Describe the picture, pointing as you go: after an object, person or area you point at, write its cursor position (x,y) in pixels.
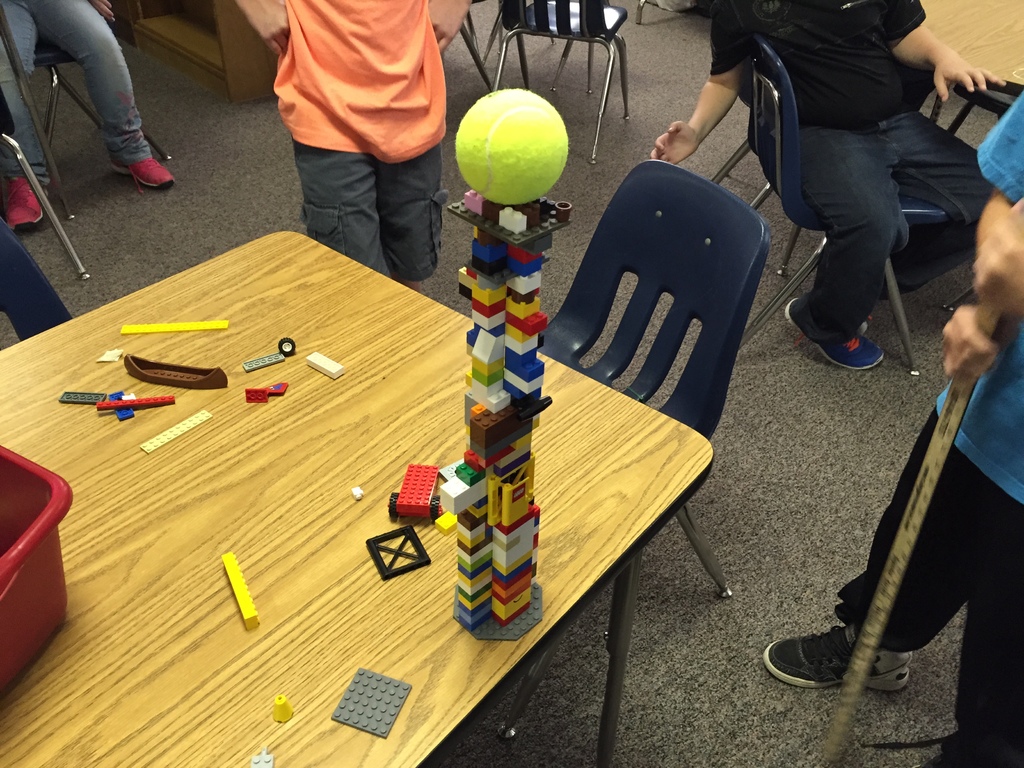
There is a table (327,434) with some playing items (145,371) on it and there is a ball (508,167). To the left corner (51,521) there is a red color tub (46,522). In front of the table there is a blue chair (693,305). To the right side (1000,382) there is a person (1009,269) with blue t-shirt (980,438) is standing. And a man (848,62) with black t-shirt (828,66) is sitting on the chair (765,116). And there is a person (390,78) with an orange t-shirt (360,80) is standing.
